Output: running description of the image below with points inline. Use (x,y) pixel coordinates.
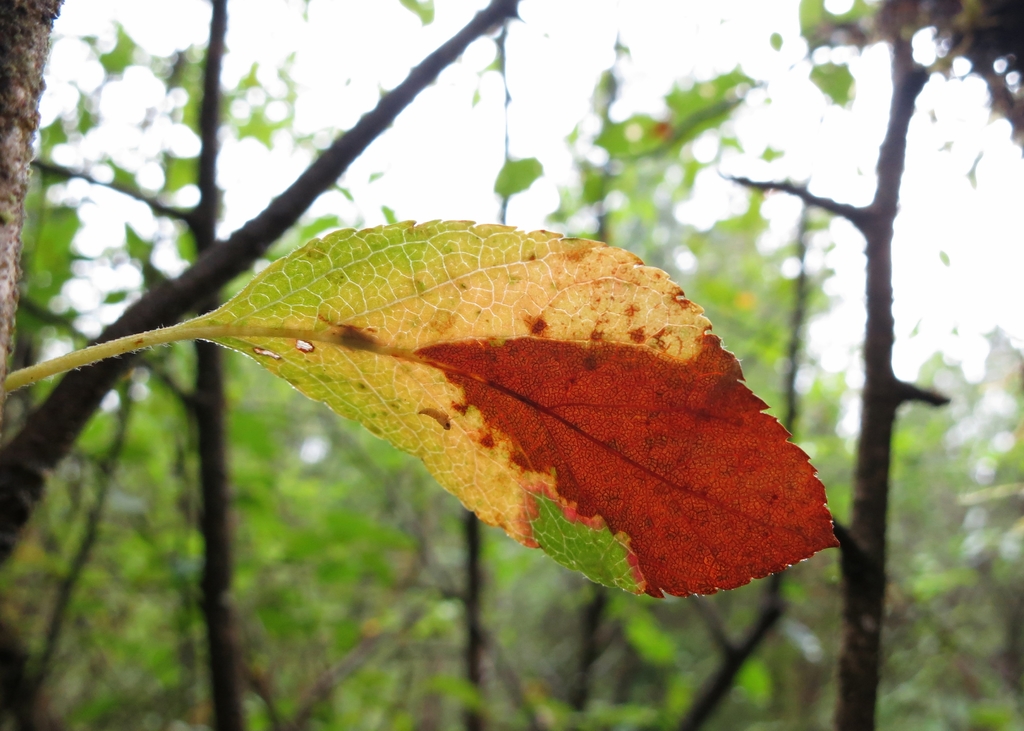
In this picture I can see a leaf (429,363) in the front (531,352). In the background (17,19) I can see number of trees (4,30) and I see that it is totally blurry.
